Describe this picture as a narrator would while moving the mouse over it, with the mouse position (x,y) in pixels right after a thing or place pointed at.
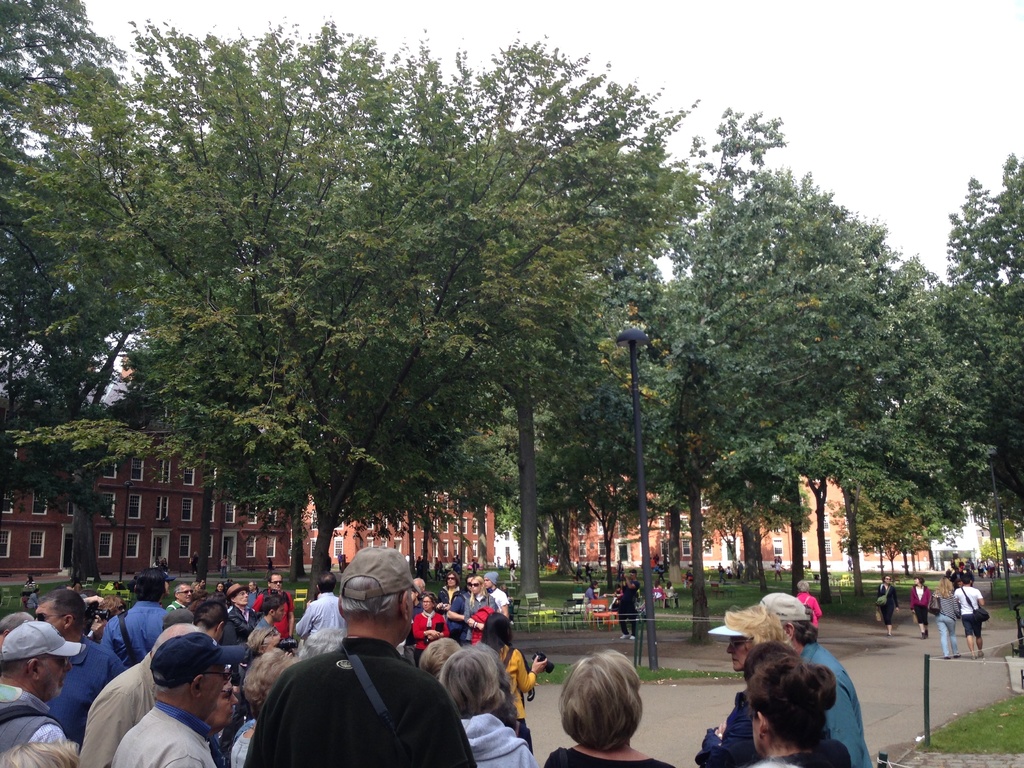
In this image, we can see some trees (477,453) and buildings (168,490). There is a crowd (489,616) at the bottom of the image (577,687) wearing clothes (389,701). There are poles (640,490) in the middle of the image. There is a sky (575,57) at the top of the image (678,39).
